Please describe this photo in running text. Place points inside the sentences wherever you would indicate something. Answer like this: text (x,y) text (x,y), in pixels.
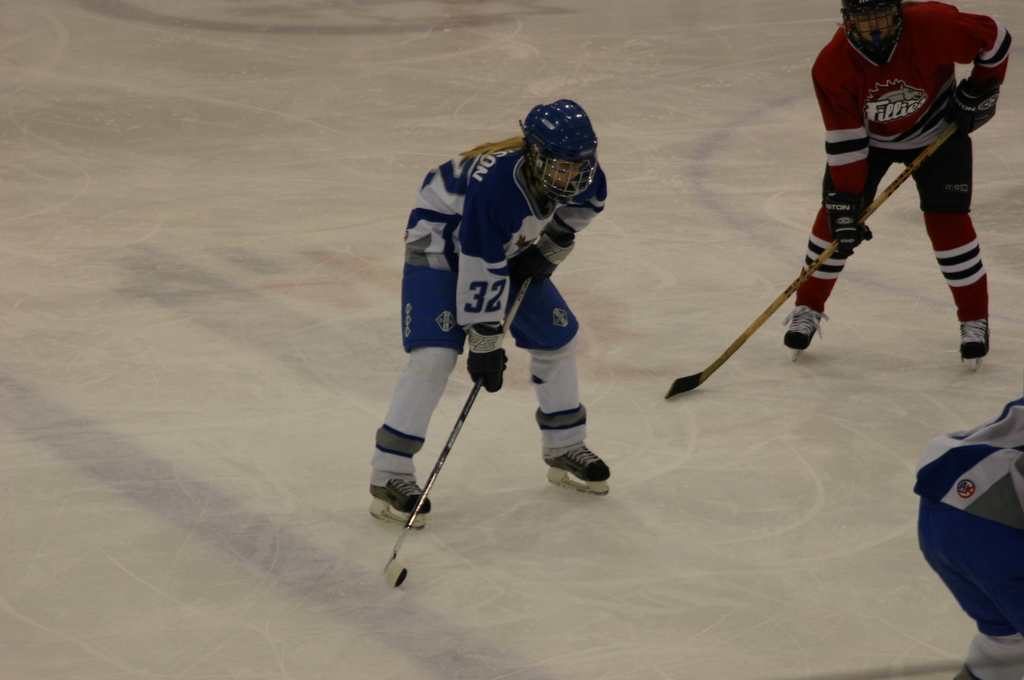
In the image we can see there are people (986,284) playing. They are wearing clothes (949,512), helmet (595,134), gloves (500,345) and ice skates (399,487). This is a hockey stick (433,482) and an ice surface (216,298).
